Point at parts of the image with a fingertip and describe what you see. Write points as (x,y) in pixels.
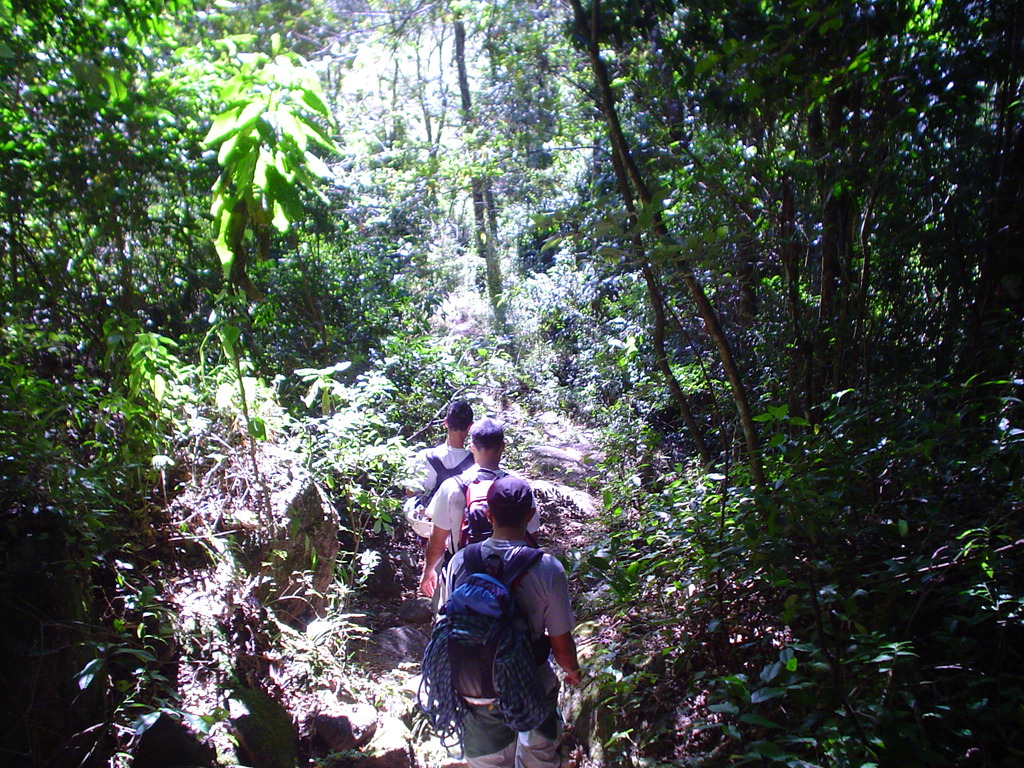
In this picture we can see 3 people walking through the rocky path (420,762) surrounded by bushes (26,309) and trees (314,206).
